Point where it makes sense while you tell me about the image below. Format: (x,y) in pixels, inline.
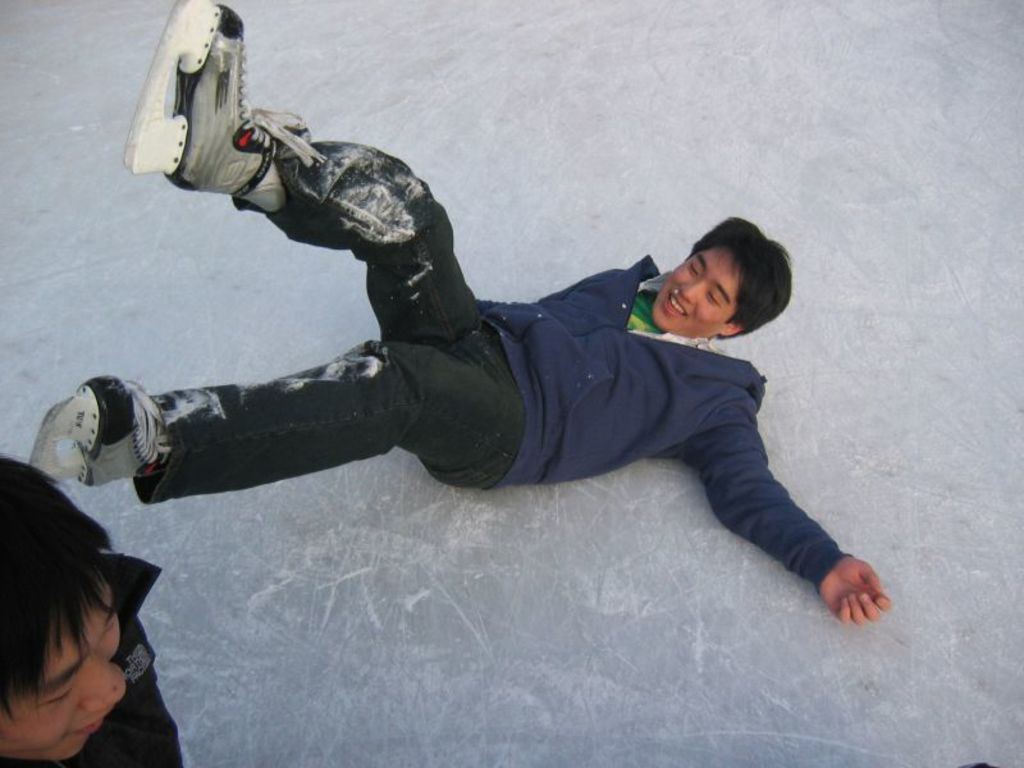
In this picture I can see there is a person (80,453) lying on the floor (186,671) and there is another person (109,662) standing here and the floor (431,638) is of snow (453,131).
